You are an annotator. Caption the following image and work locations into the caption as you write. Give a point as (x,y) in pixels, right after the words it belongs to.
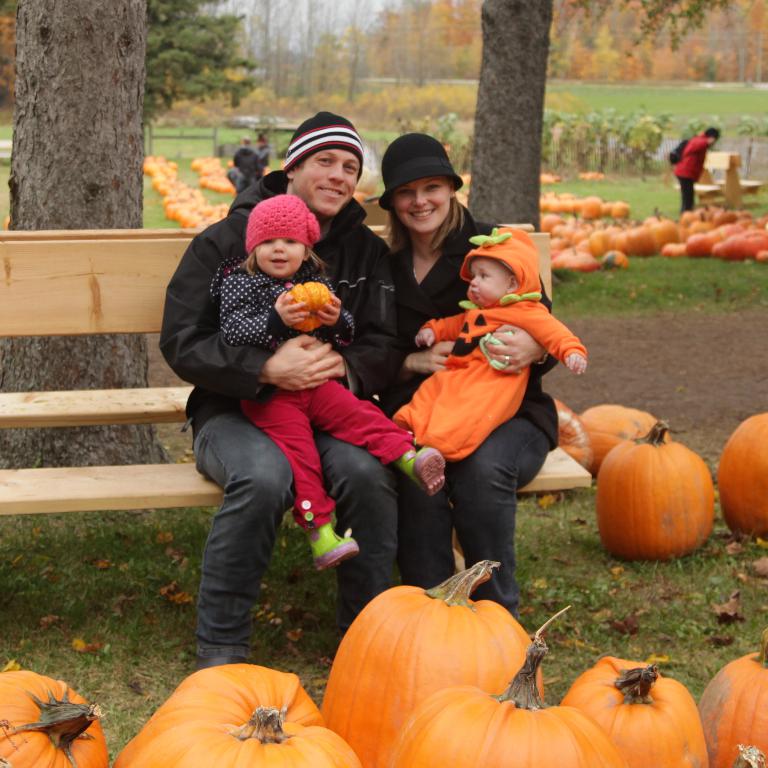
In this image I can see two persons (232,384) sitting on the bench (149,497) and holding two persons (242,341) and I can also see few pumpkins (462,646). In the background (105,31) I can see few trees (245,95) in green color and the sky (339,15) is in white color.
